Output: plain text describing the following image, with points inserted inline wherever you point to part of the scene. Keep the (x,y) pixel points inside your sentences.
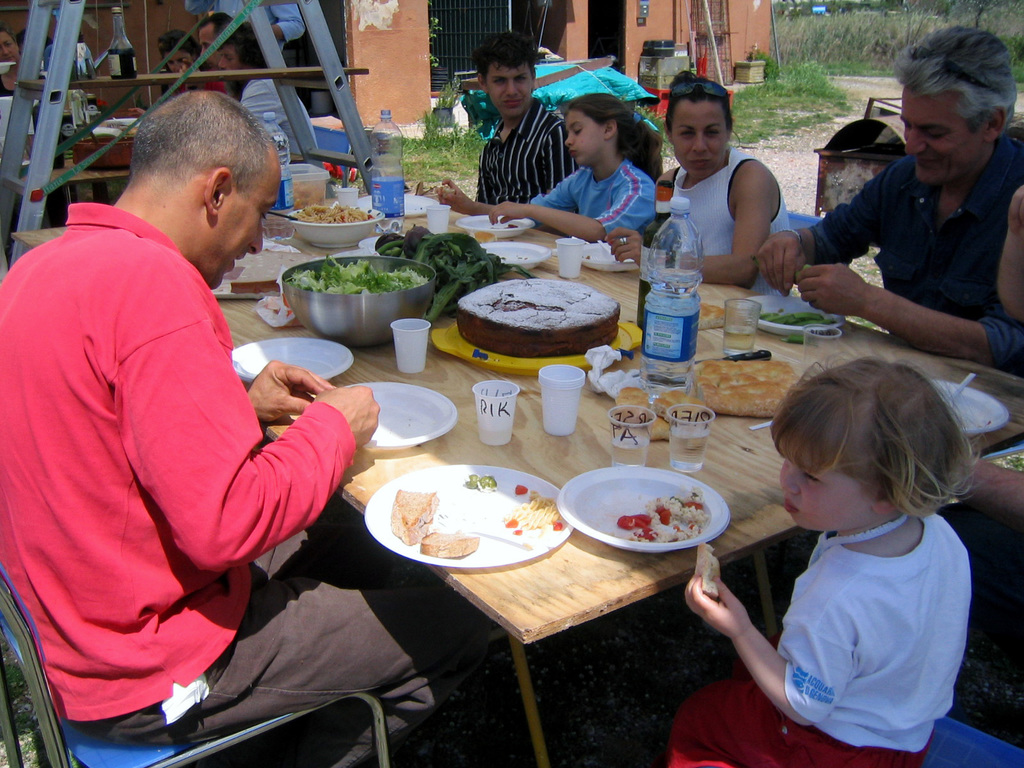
Here we can see that a group of people (756,194) sitting on the chair (338,140) and they were eating, there are many food items (568,326) on the table (546,266), and at back (804,99) there is ground (762,85) and here is the grass (778,105), and there are some objects (552,61).
